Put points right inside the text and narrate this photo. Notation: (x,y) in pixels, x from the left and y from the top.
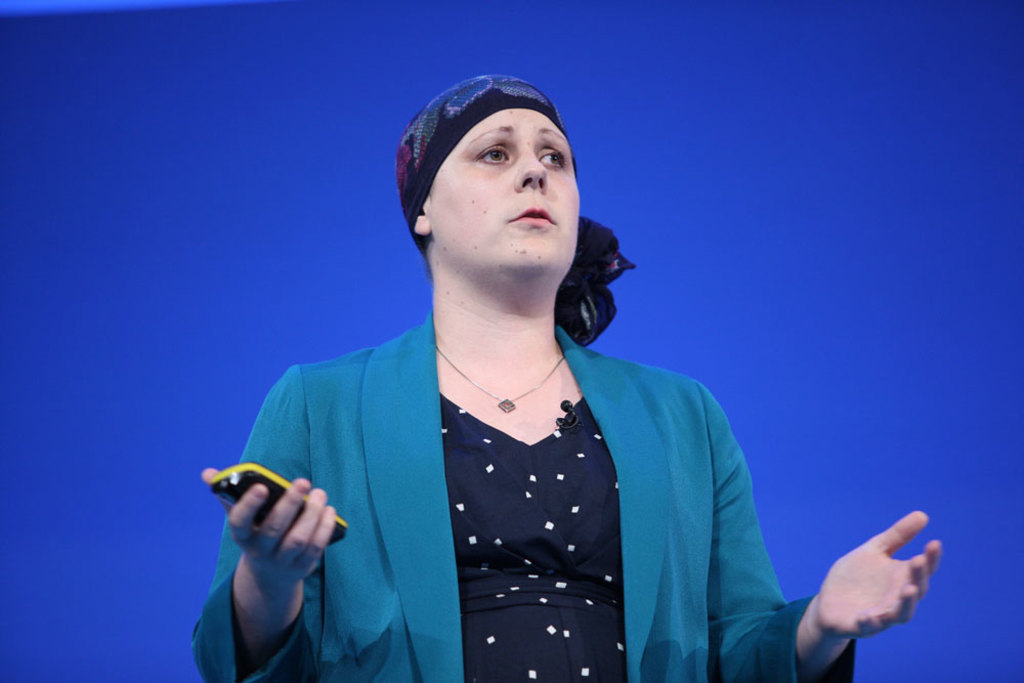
Here we can see a woman (364,444) spreading her hands (295,593) and on the left side (340,532) we can see a mobile phone (344,524) in her hand (286,528).
